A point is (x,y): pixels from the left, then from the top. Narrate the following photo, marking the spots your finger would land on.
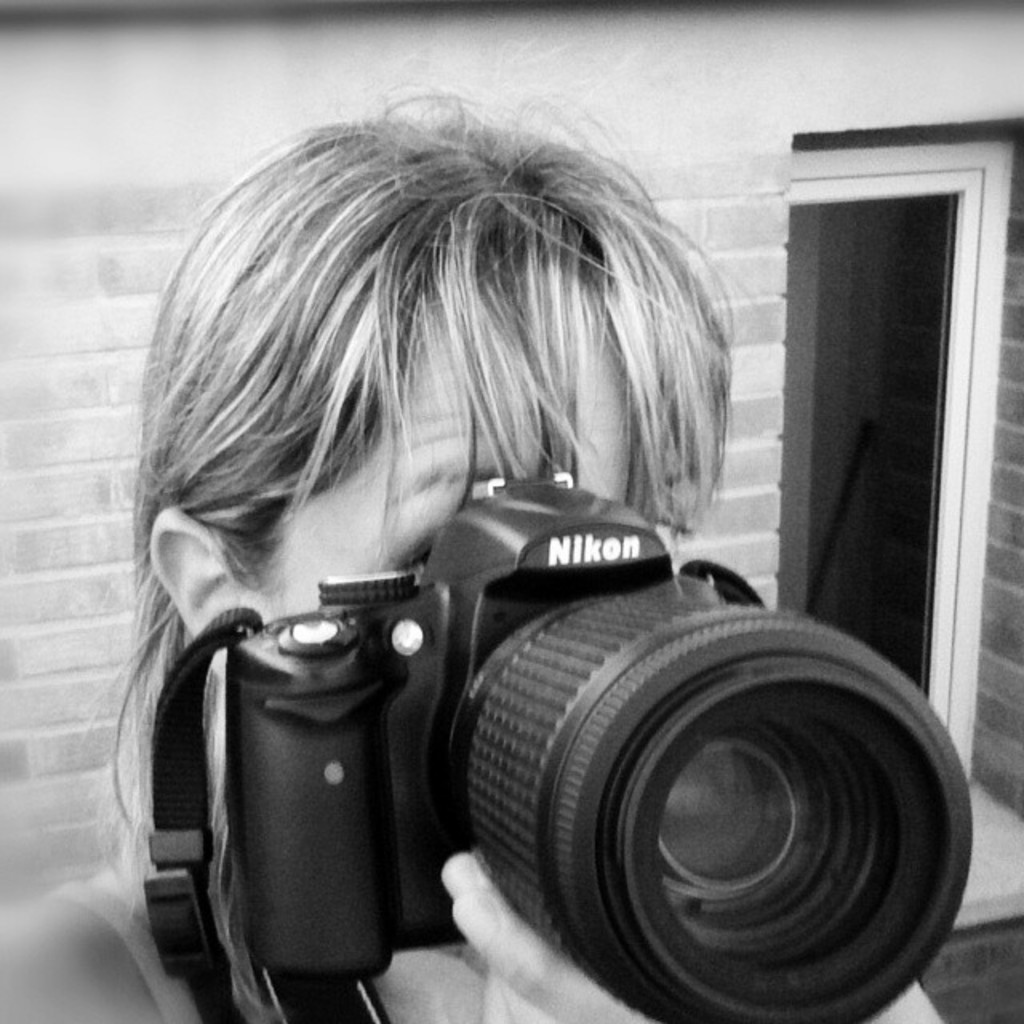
Girl (520,317) is holding a camera (728,762) with her hand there is a text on the Camera (650,532) Nikon behind her there is a brick wall (135,453).
